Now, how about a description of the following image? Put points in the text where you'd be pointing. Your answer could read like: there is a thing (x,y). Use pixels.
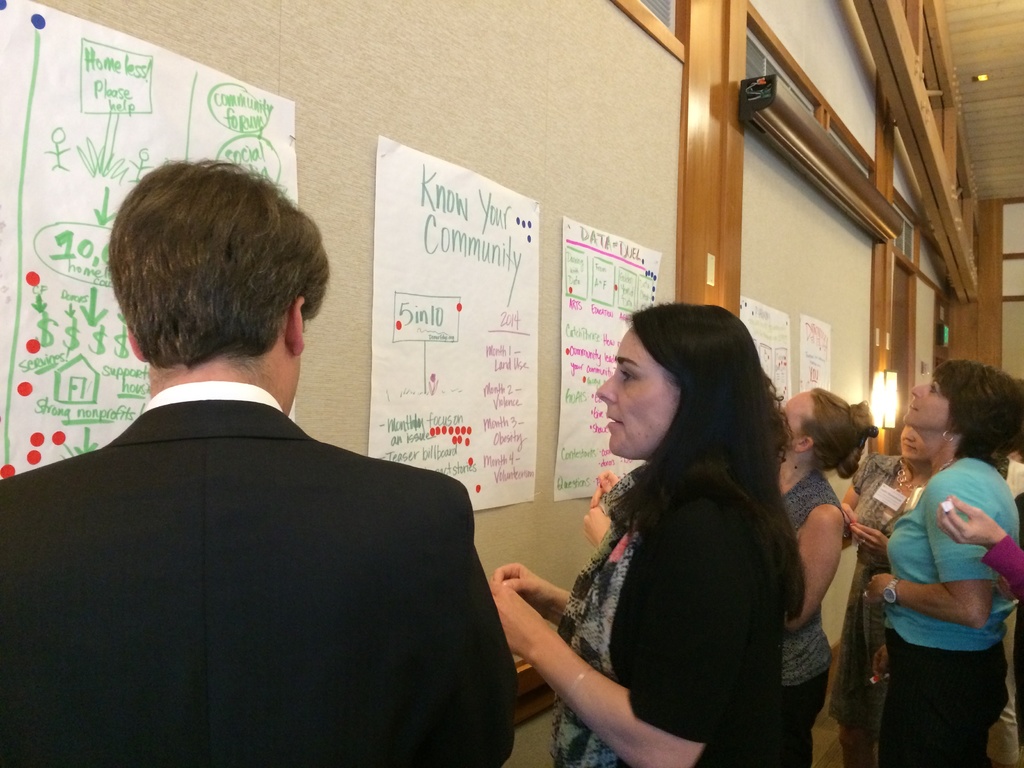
In this picture I can see group of people (291,764) standing. There are posters (378,390) attached to the wall (864,329), and in the background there are some objects (939,334).
